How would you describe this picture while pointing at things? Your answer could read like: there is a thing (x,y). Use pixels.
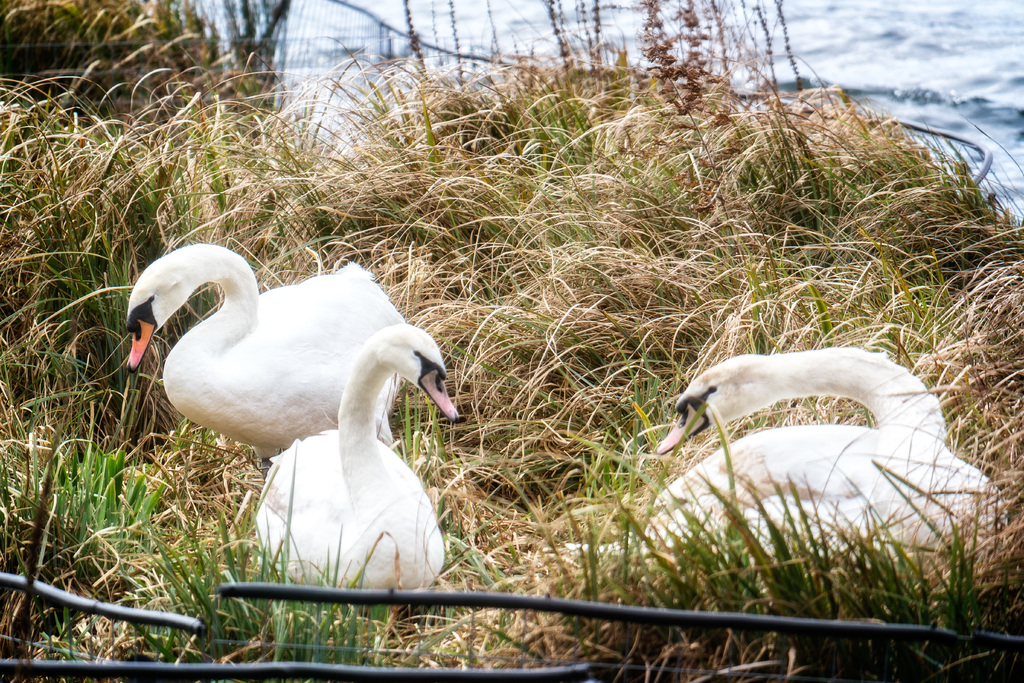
There are three mute swans (723,474) which are white in color is on the grass (680,458) and there is water (754,51) in the background (562,41).
